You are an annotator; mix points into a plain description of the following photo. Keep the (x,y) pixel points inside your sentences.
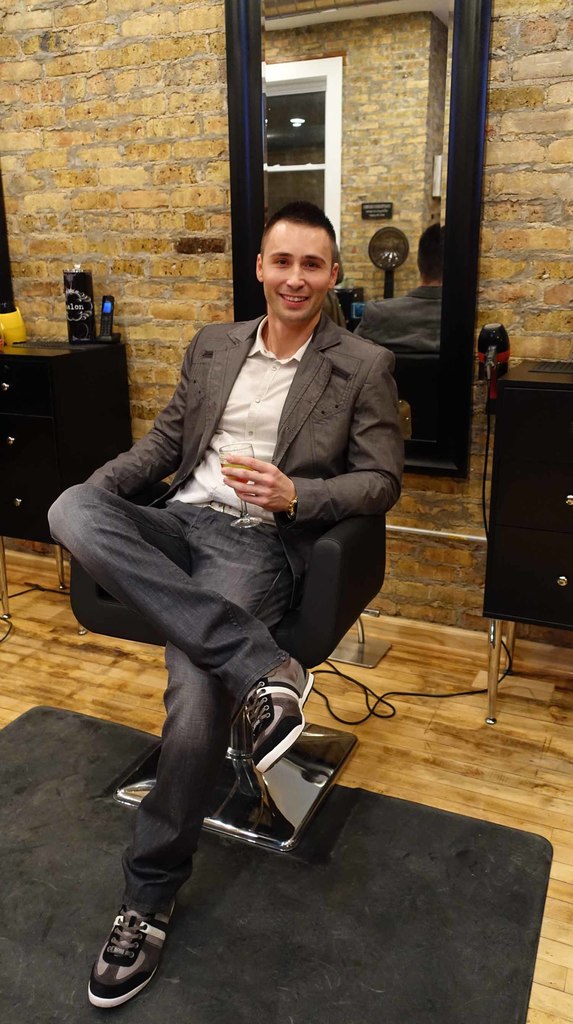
In the image there is a man (185,715) sat on chair (335,609) back side of a mirror (360,224). This seems to be inside a barber shop (125,58).
